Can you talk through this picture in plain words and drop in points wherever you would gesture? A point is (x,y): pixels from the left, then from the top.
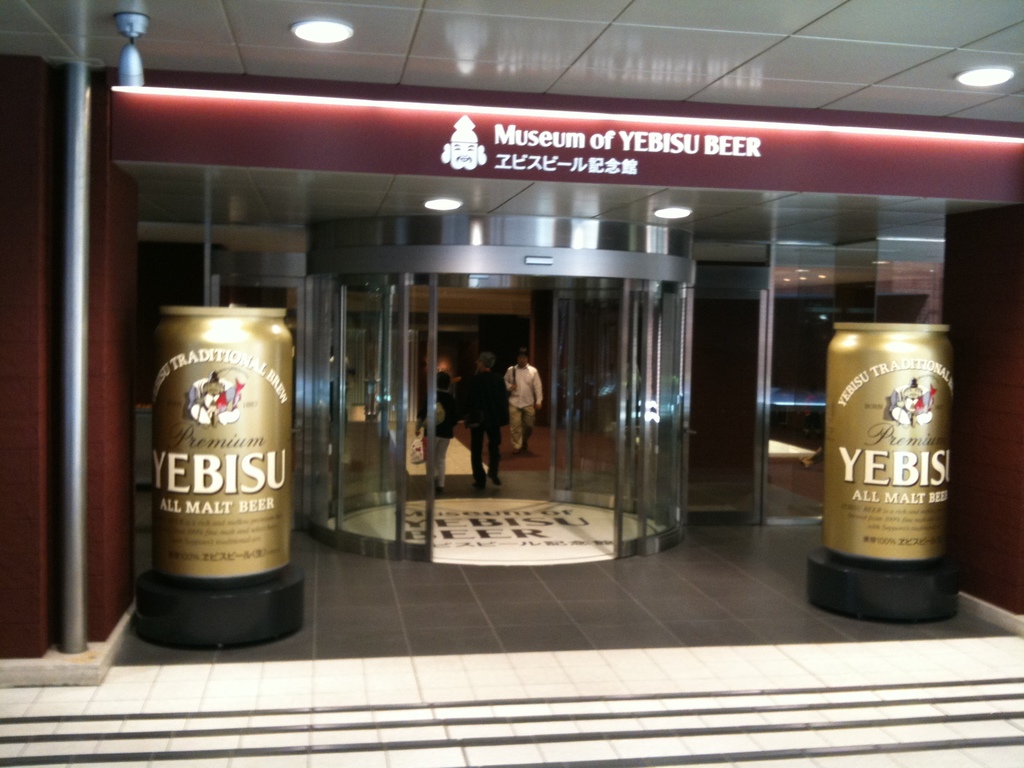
We can see tins (197,359) on the surface (101,702), rod (63,438) and glass (786,254). In the background (464,398) we can see people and sticker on the surface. At the top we can see lights (444,204).
